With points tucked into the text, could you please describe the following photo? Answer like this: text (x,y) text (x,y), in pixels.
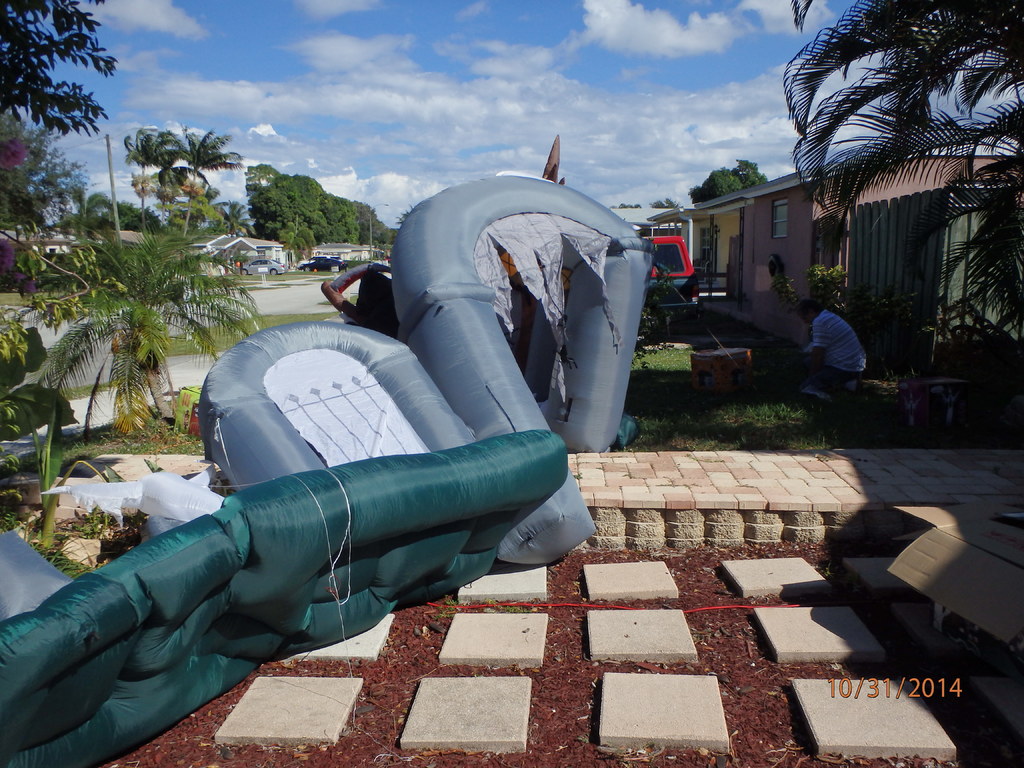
In this picture I can see white color tiles (523,639), vehicles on the road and buildings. Here I can see a person (815,377) is sitting on the grass (788,394). In the background (755,258) I can see houses (739,256), poles (711,245) and the sky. In the front of the image (350,345) I can see some other objects (319,327).
